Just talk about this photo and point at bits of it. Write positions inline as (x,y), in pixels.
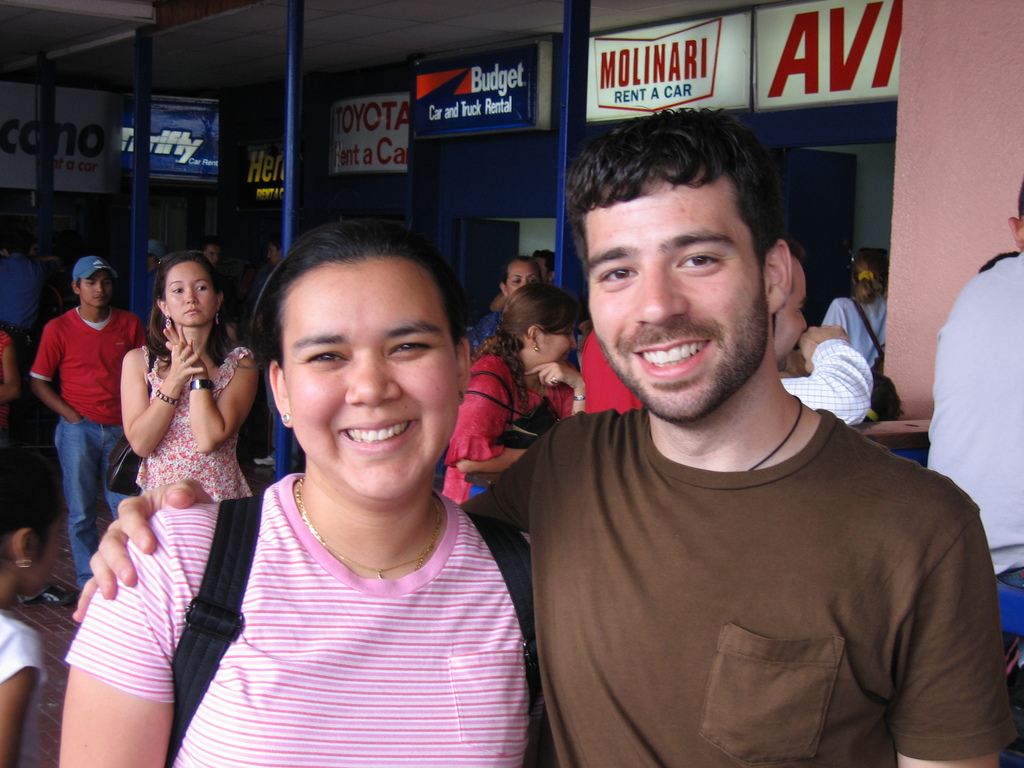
In the picture we can see a man (755,459) and a woman (485,579) standing together and they are smiling and woman (440,523) is wearing a pink T-shirt (281,699) and man (597,566) is wearing a brown T-shirt (584,667) and behind them we can see some people (1008,398) are standing and some people (76,498) are walking and behind them we can see some stores (3,94) with some names (22,172) on it.
